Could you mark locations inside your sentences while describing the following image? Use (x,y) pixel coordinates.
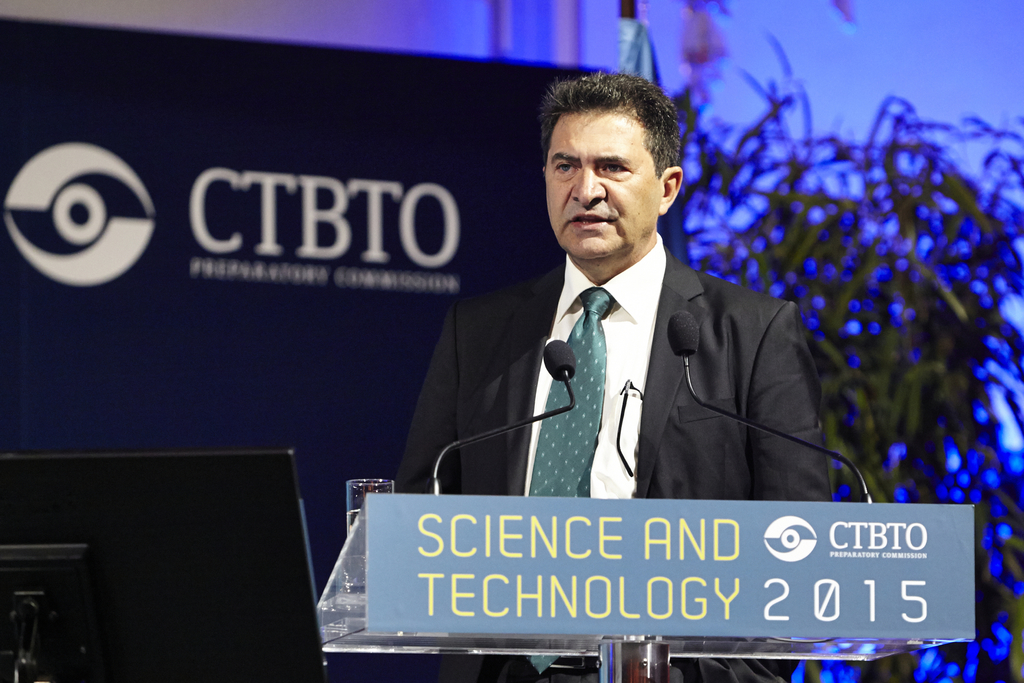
In this picture we can see a man (567,490) is speaking something, there are microphones (567,378), a glass (352,496) and a board (774,555) in front of him, there is some text (773,594) on the board (773,554), we can see a monitor (189,466) at the left bottom (166,510), on the right side (895,284) there is a plant (895,281), we can see some text (442,253) in the background (277,232).
